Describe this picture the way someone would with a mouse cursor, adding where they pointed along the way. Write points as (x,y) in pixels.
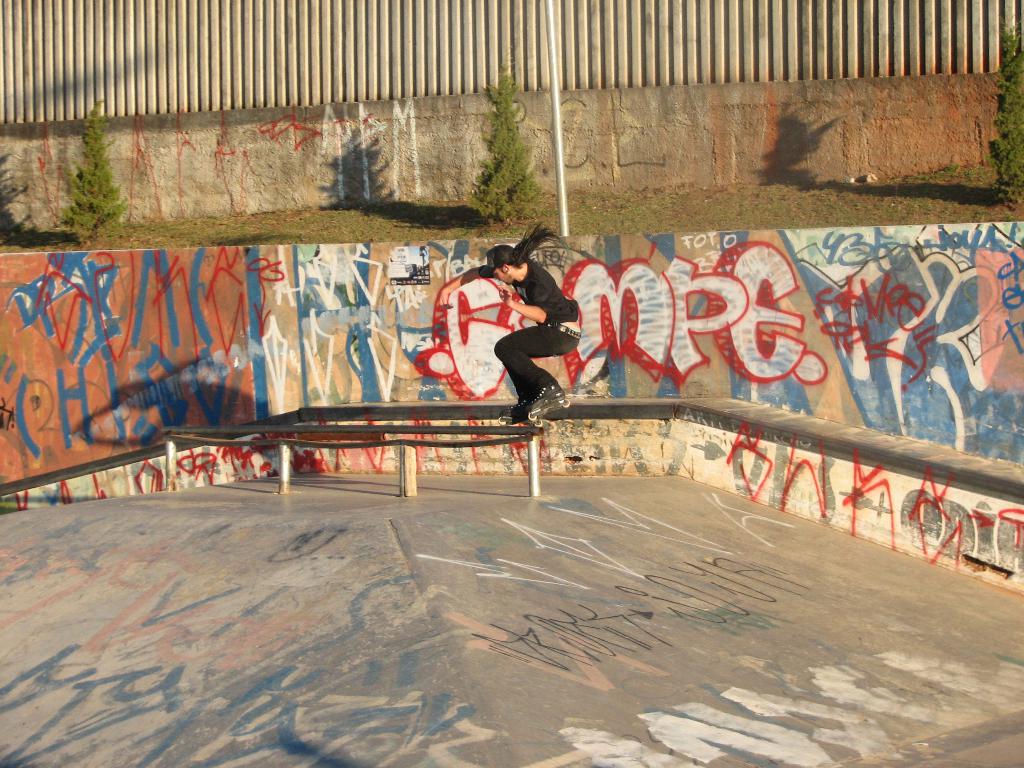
Here we can see a person (535,272) is skating on inline skates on a platform (481,502) and there are drawings (571,363) on the wall (627,291) and we can see grass (238,237), plants (96,210) and a pole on the ground (917,192) and there are other objects (546,70).
